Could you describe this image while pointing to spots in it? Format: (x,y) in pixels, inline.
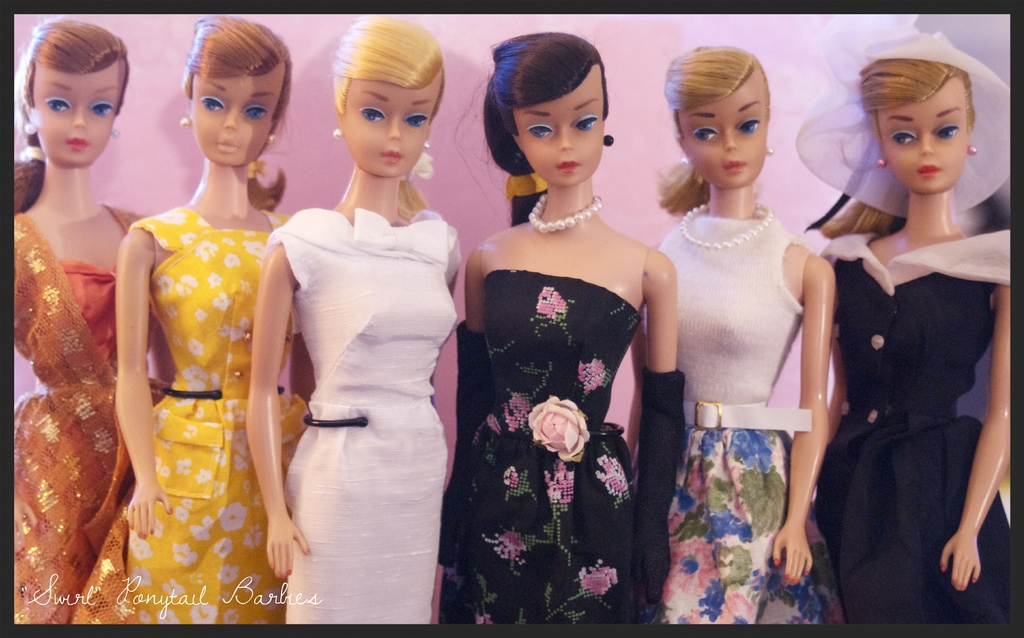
In this image I can see few barbie dolls (635,278) and they are wearing different color dresses (940,358) and I can see the pink color background (622,84).
